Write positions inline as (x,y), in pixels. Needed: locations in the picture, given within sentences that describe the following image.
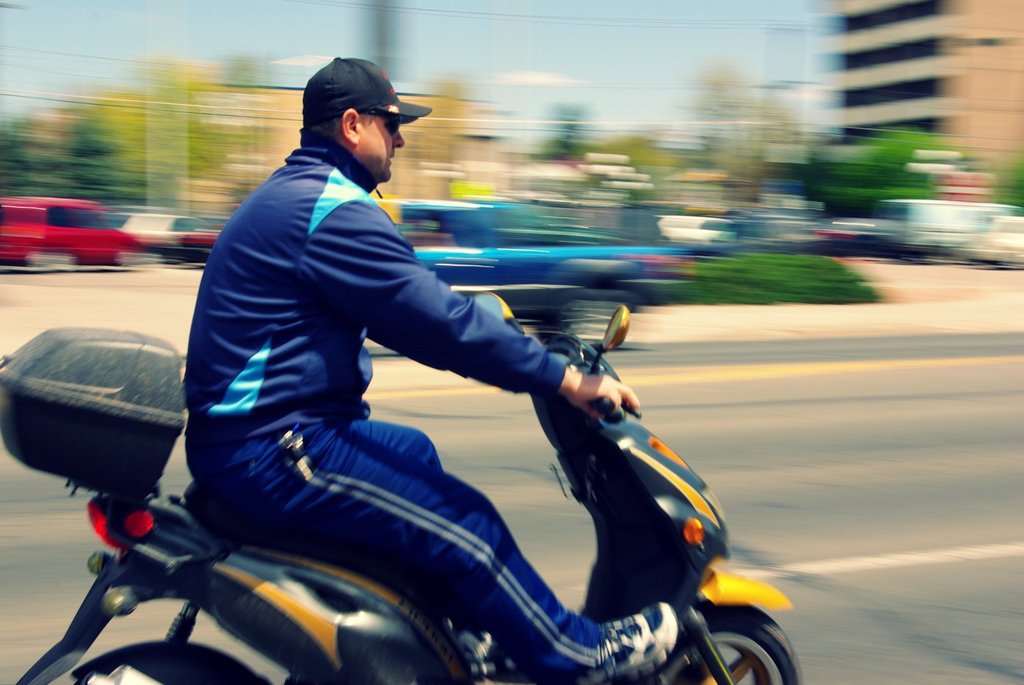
In this image I can see a man (253,308) wearing jacket (297,260) and black color cap (342,105) on his head (346,120) and also he's riding the bike (629,534) on the road (731,480). In the background (102,242) I can see some more vehicles (101,229) are moving. On the top right of the image (922,83) I can see a building (905,66).
